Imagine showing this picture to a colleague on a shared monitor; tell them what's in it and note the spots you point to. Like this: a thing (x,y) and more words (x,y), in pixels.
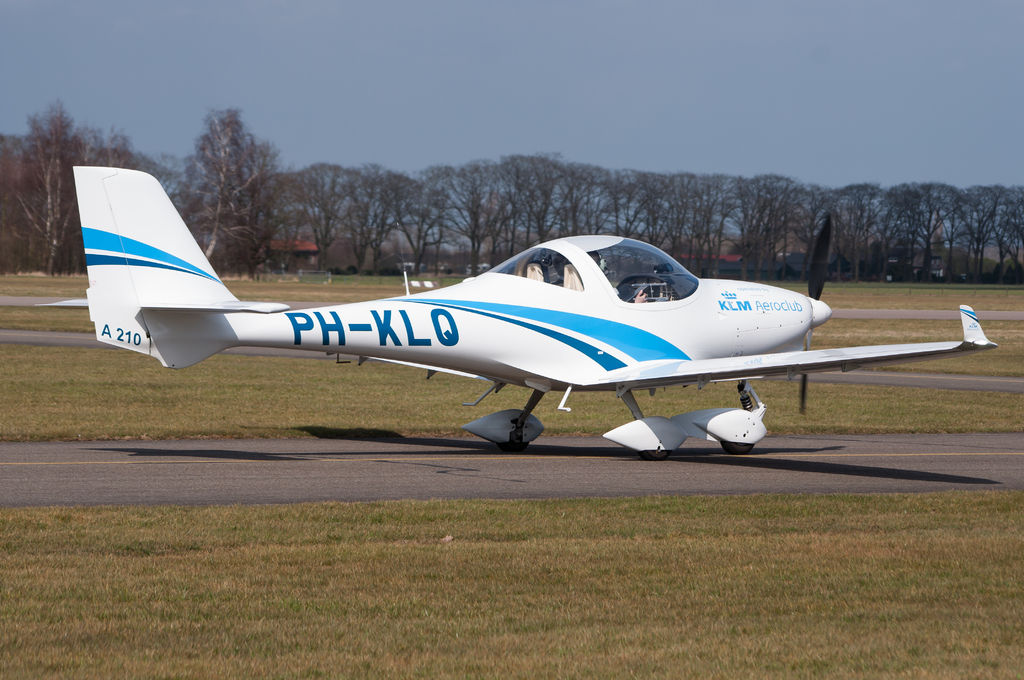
In the center (523,323) we can see a white color aircraft (604,343) seems to be parked on the ground (225,451) and we can see the grass (92,512). In the background (814,54) we can see the sky (253,90), trees (208,185) and some other objects (463,271).
